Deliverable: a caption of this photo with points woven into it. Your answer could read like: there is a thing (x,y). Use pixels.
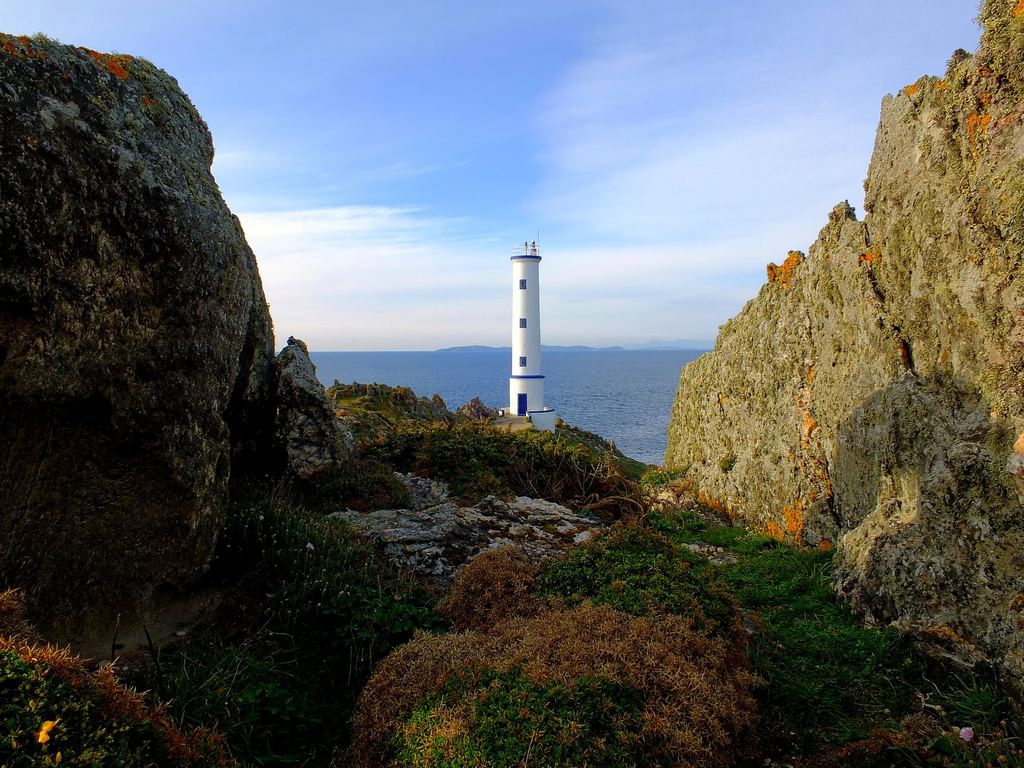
In this image I can see the grass (427,609). I can see the lighthouse (520,342). In the background (557,363), I can see the water (610,407) and clouds (429,209) in the sky (490,129).
